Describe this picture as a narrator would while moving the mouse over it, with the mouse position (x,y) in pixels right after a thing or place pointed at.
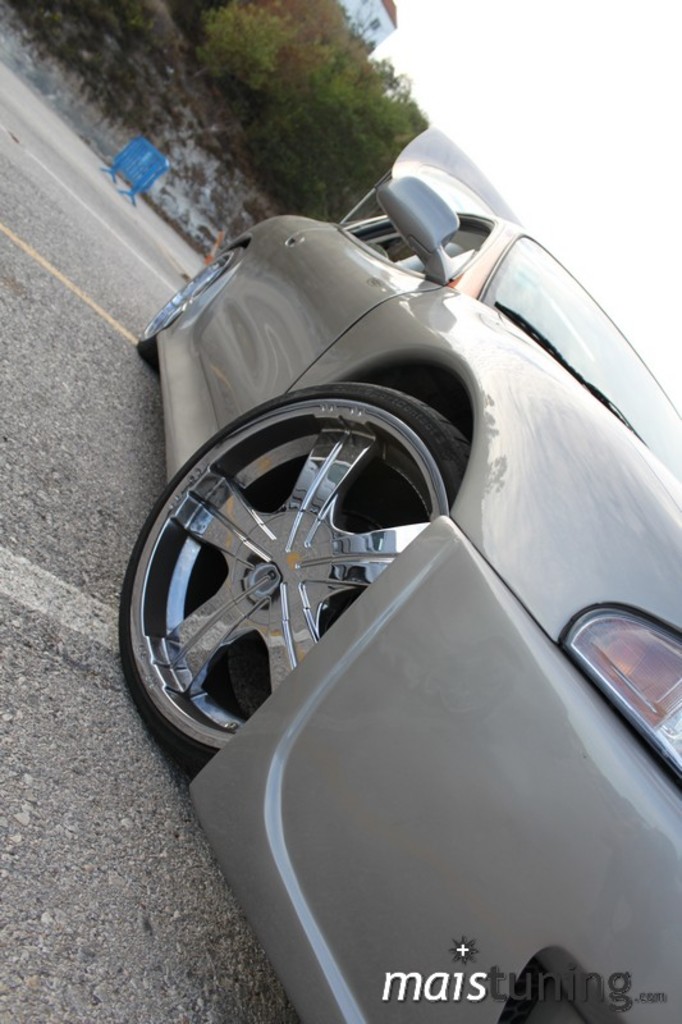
In this picture we can see a vehicle (276,535) on the ground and in the background (354,185) we can see a fence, trees (365,112), house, sky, in the bottom right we can see some text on it.
